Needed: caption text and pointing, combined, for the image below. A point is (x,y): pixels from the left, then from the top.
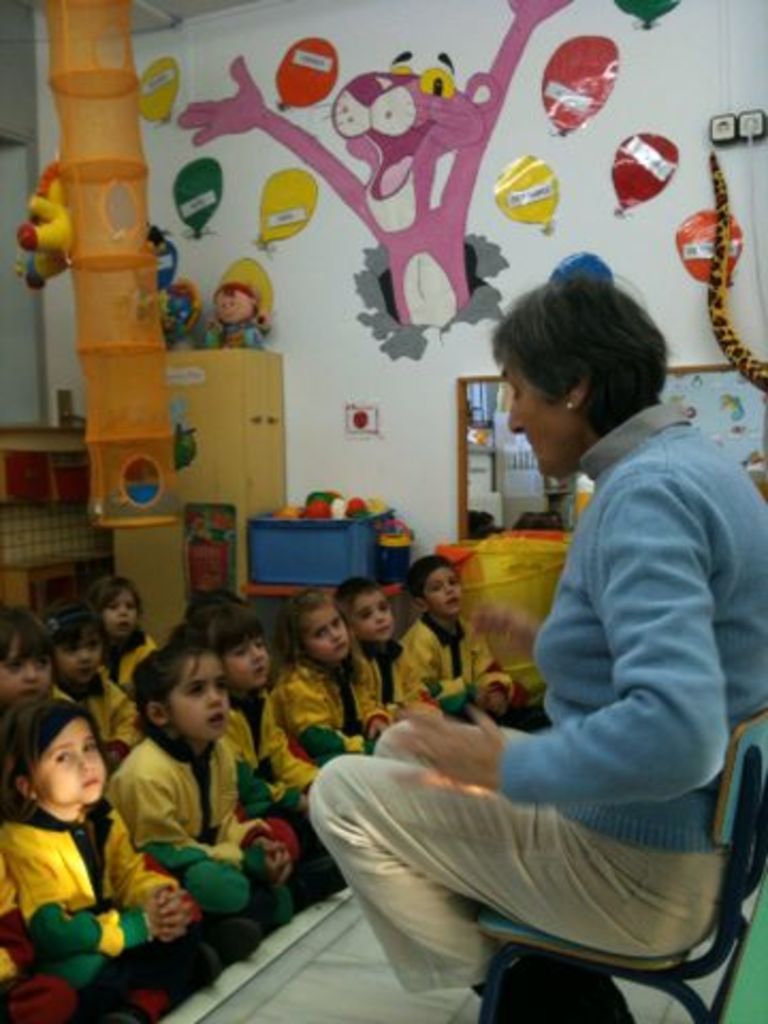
Here in this picture on the right side (616,539) we can see an old woman (578,607) sitting on the chair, which is present on the floor (472,1023) over there and in front of her we can see number of children (213,820) sitting on the floor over there and on the walls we can see stickers (336,178) present all over there and we can see toys (401,556) present here and there.
